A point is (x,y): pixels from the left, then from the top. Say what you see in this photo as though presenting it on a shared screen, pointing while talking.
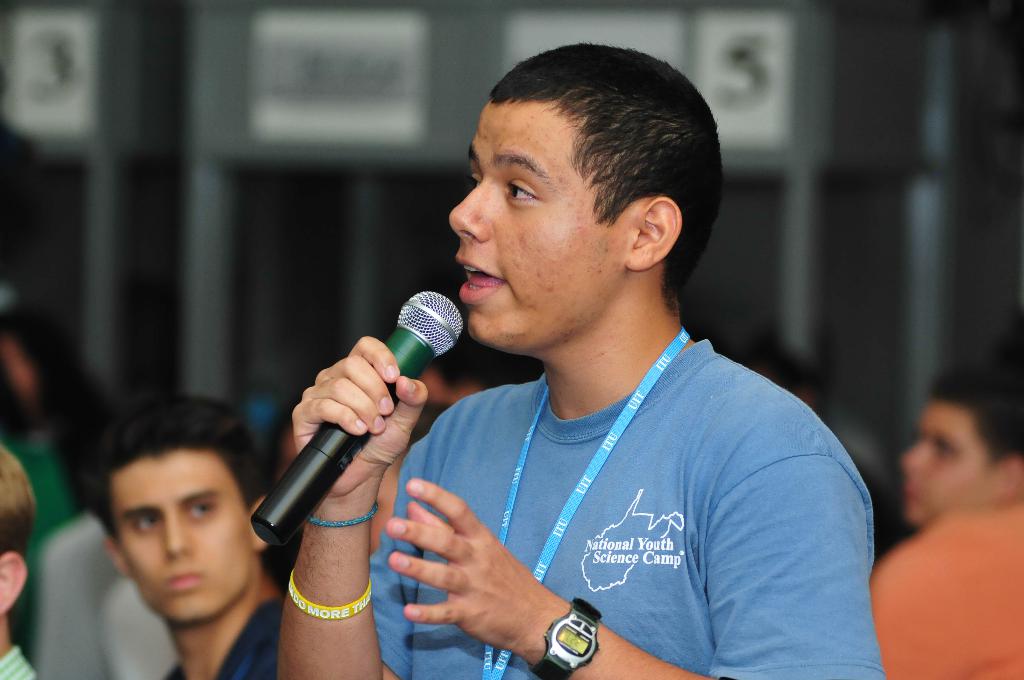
In this picture I can one man (559,457) wearing blue color t-shirt (648,513), holding mike (426,327) in his right hand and speaking and also I can see a watch (551,628) to his left hand (522,629). In the background (137,583) I can see few more people (194,518) are looking at the person (786,478) who is speaking.
